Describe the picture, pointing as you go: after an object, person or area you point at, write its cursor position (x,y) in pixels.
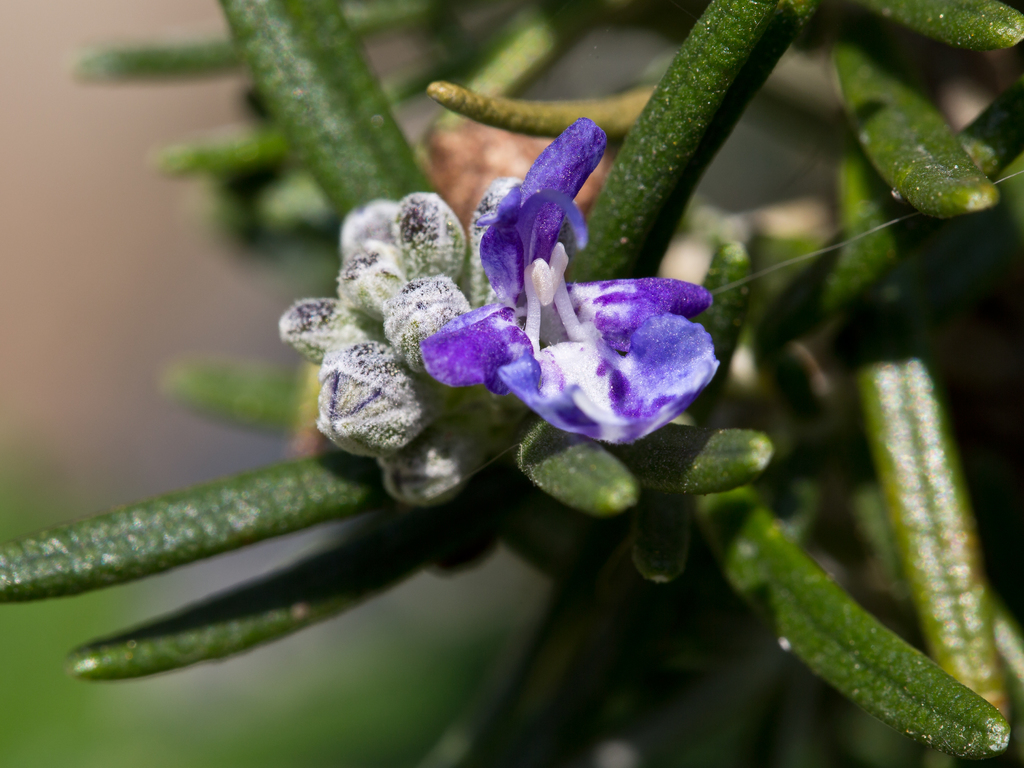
This is a picture of a plant (520,427) with blue color flower (519,357) and buds (296,340), and there is blur background (178,90).
